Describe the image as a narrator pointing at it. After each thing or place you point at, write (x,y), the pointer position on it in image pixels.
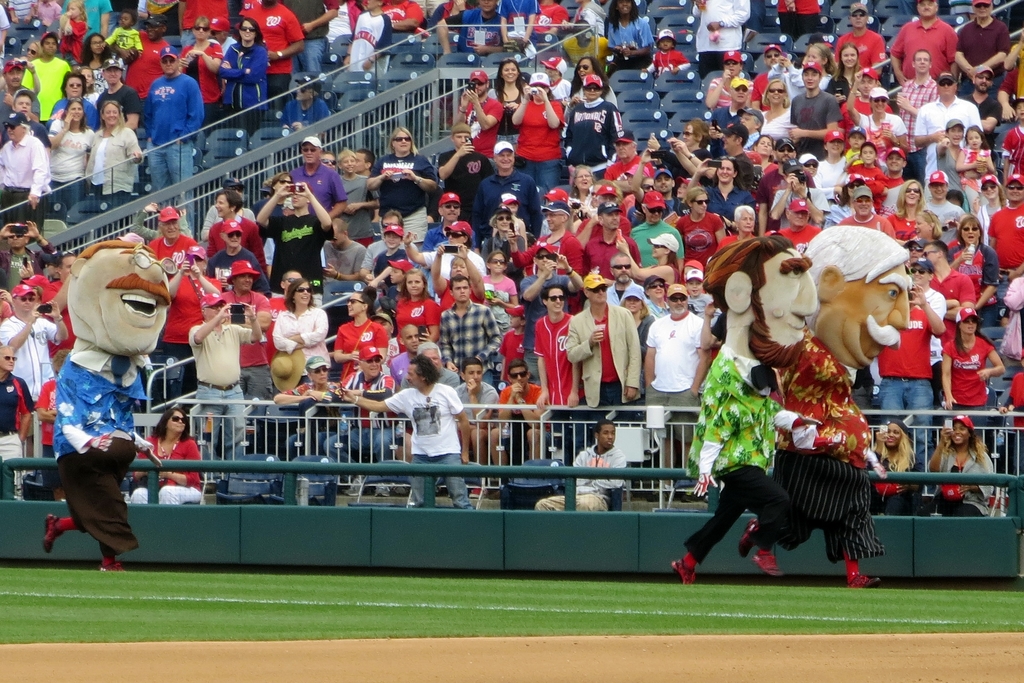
In the foreground of the image (111,605) we can see a ground (124,616). In the middle of the image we can see some persons (859,470) are dressed up in different manner. On the top of the image (167,167) we can see some people (650,185) are sitting on the chairs (677,103) and some other persons (301,218) are taking photographs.
